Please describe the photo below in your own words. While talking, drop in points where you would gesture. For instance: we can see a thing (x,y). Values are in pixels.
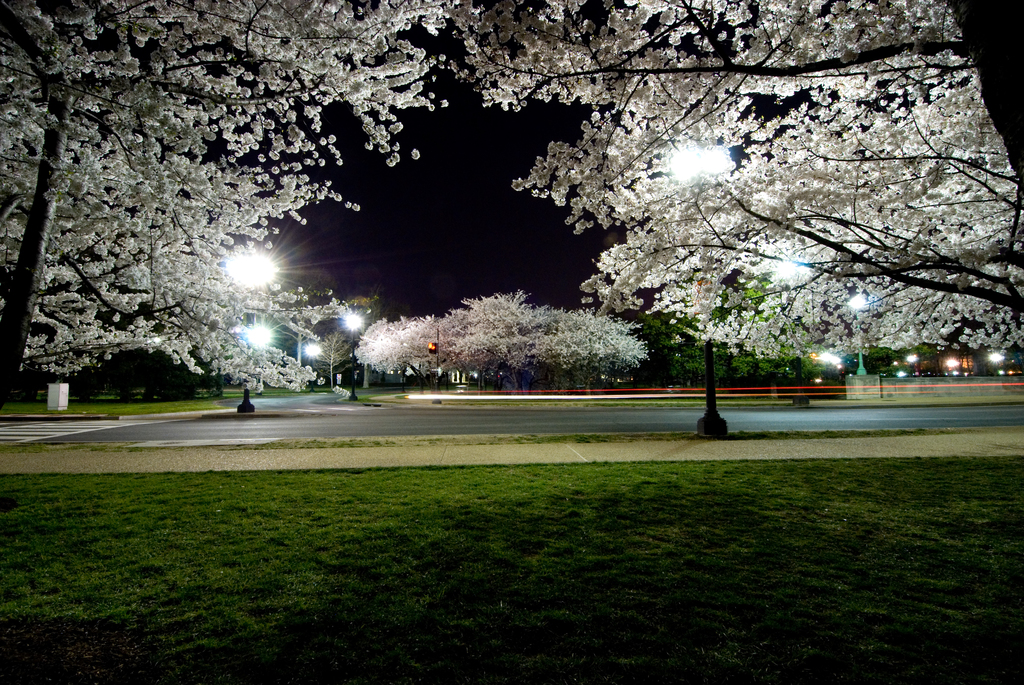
In this image there are trees (40,308) and we can see blossoms (505,309). At the bottom (328,551) there is grass (560,533) and we can see a road (576,416). In the background (862,364) there are lights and poles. There is sky (474,196).
